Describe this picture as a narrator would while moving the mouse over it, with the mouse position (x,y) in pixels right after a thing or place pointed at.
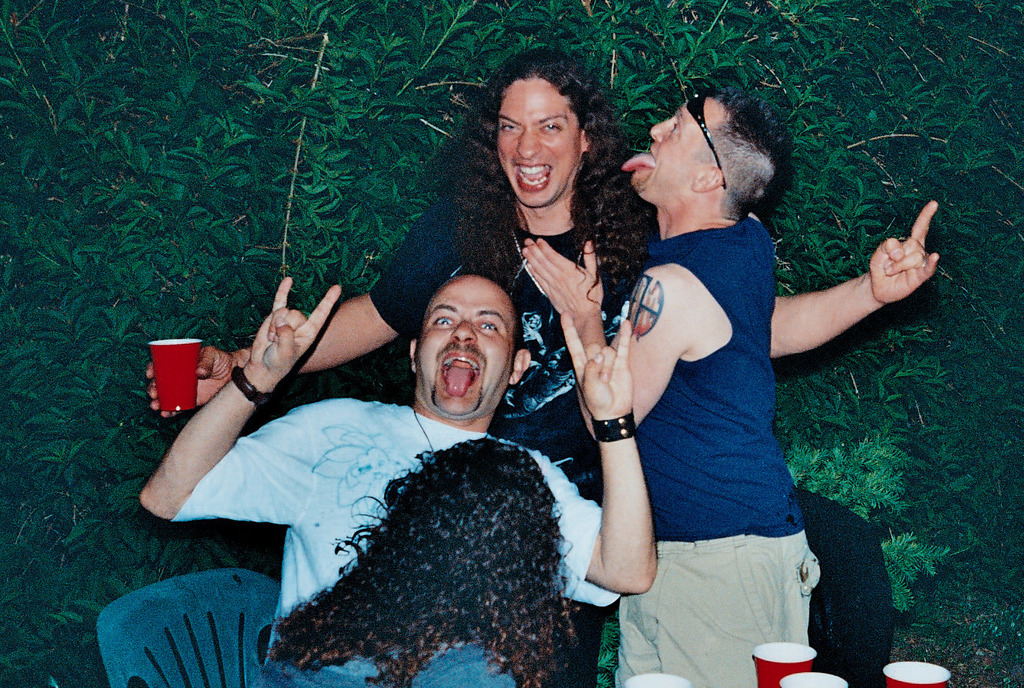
In the image few people (577,84) are sitting and standing and holding a cup (191,349) and smiling. Behind them there are some trees (670,16). Bottom right side of the image (774,646) there are some glasses (646,683).
